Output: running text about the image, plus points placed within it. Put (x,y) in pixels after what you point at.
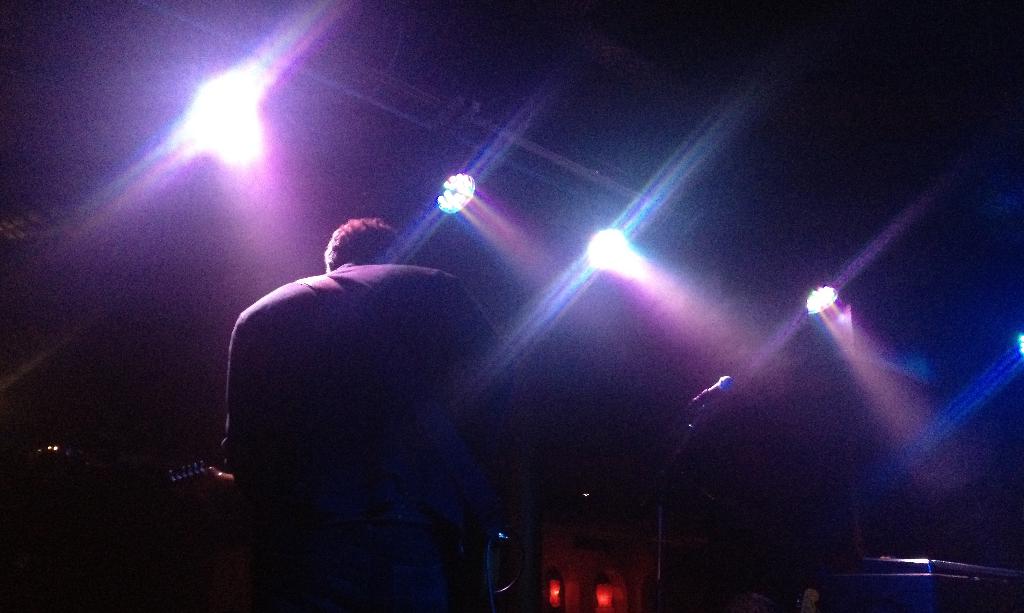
In this image we can see a man (345,329) standing holding the musical instrument (216,469). We can also see a mic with a stand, a device (950,603) on a table (975,610) and some lights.
